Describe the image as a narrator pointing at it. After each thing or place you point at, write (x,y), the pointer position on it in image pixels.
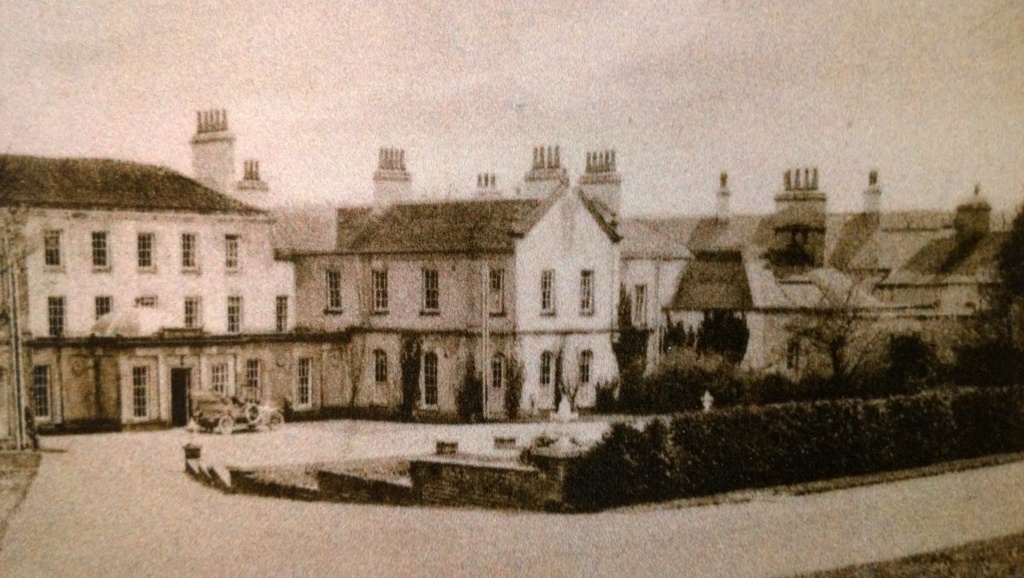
In this image we can see a black and white photography. In the photograph there are motor vehicle (257,414) on the ground (161,436), buildings (198,294), sky (235,76), bushes (681,396) and trees (898,370).
